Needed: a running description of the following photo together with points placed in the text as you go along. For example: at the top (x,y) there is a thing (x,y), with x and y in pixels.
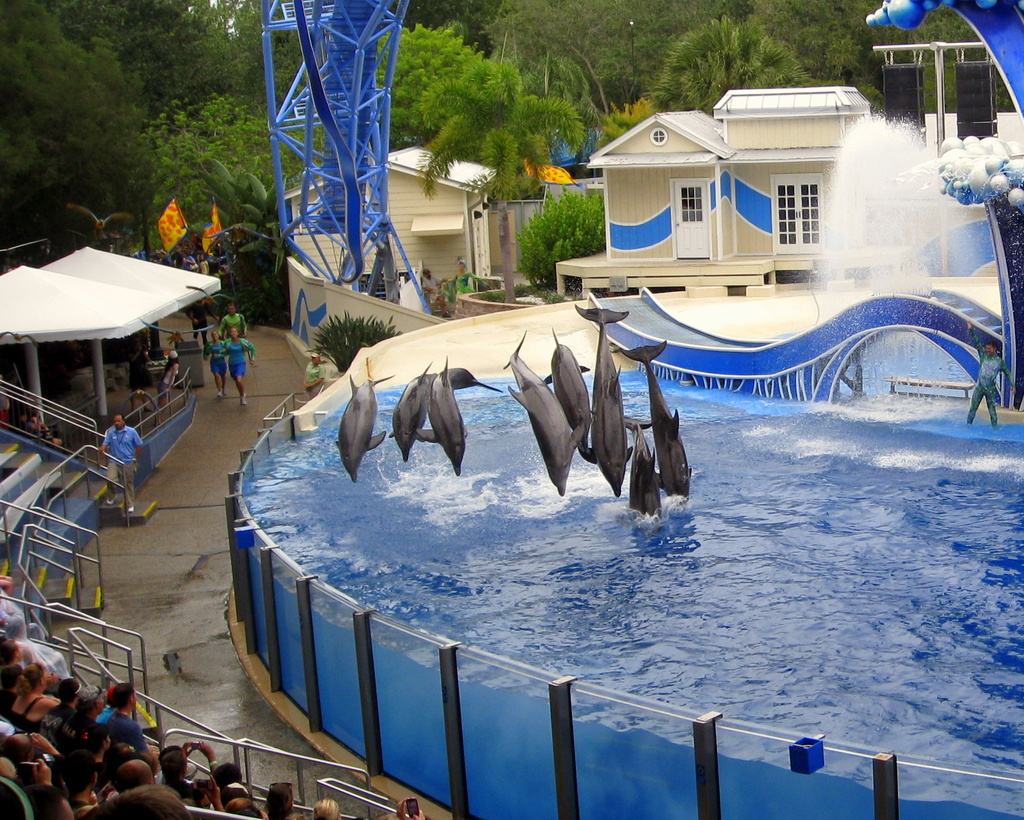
In this image I can see dolphins (563,393) jumping into the water (731,546). There are group of people (123,811), stairs (5,470), buildings (754,167), trees (672,86) and there are some other objects (155,325).
